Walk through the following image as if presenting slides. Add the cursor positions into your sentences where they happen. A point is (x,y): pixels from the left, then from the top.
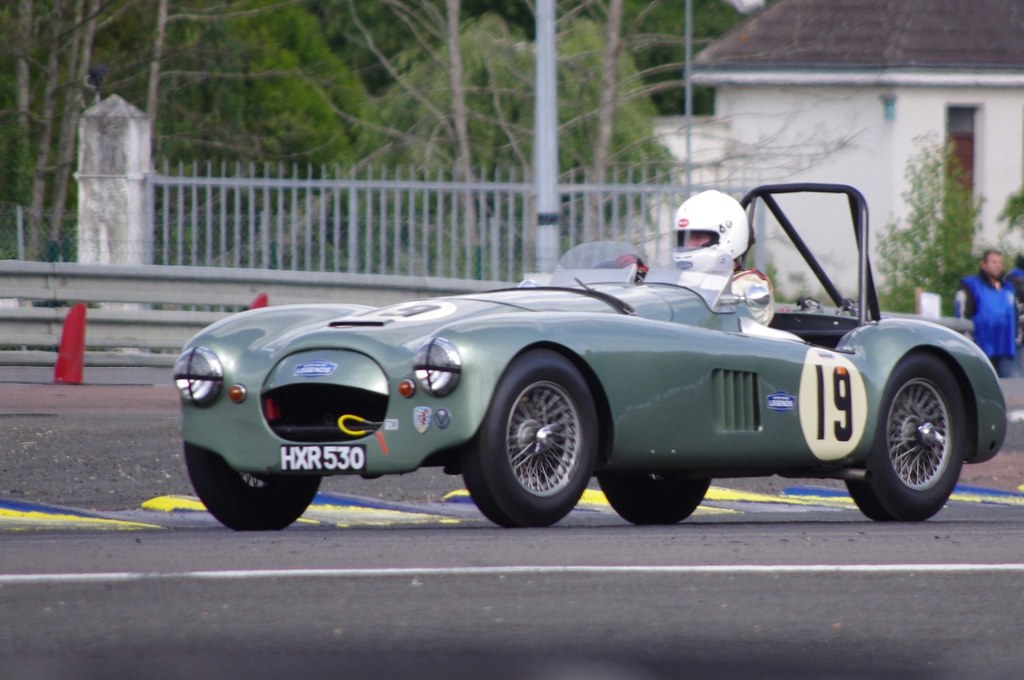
In the foreground of the picture (299,410) we can see a vehicle (666,411), in the vehicle (591,327) there is a person (694,262). At the bottom (477,580) it is road (340,646). In the middle of the picture (479,242) we can see plants (954,243), person (987,281), railing (385,217), wall (143,192) and other objects (552,31). In the background (279,65) there are trees (519,60) and a building (737,84).
